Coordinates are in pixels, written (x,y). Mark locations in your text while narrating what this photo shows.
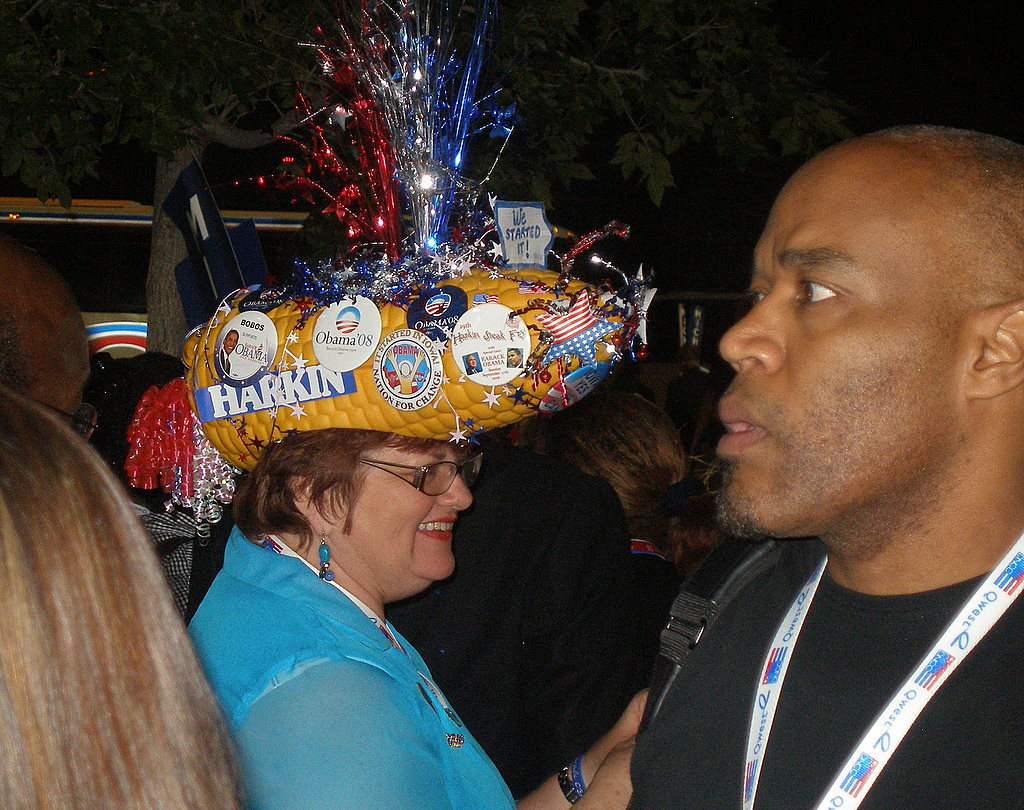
In this picture we can see a man (741,364) wearing black color t-shirt (942,706) with id card (790,649) in the neck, seeing on the right side (853,729). In the center (358,478) there is a woman (354,714) wearing blue color top (363,726) and decorative hat (302,419) on the head (319,430) is smiling. In the background (31,146) there is a tree (165,91).
